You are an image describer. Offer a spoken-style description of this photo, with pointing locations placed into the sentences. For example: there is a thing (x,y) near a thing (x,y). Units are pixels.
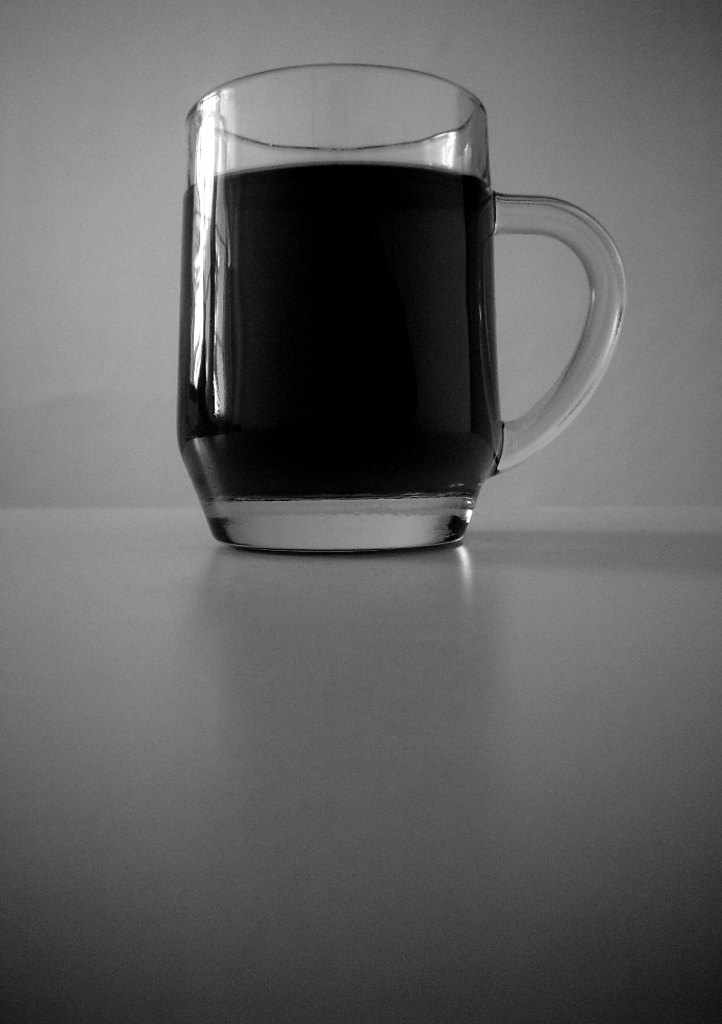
We can see glass (413,408) with drink (334,437) on the floor (429,758), behind this glass (394,199) we can see wall (530,69).
